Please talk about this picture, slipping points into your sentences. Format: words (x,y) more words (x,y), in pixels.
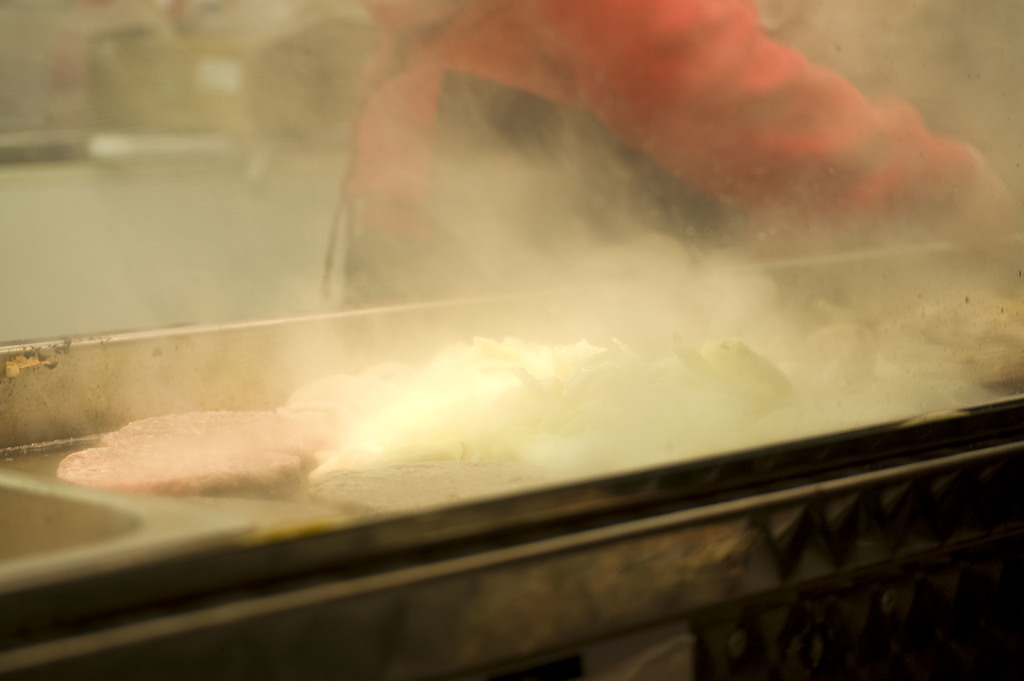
In this image there is nothing clear. I think there is a griddle (961,404). There may be a person (377,233). There is full smoke (505,337).
